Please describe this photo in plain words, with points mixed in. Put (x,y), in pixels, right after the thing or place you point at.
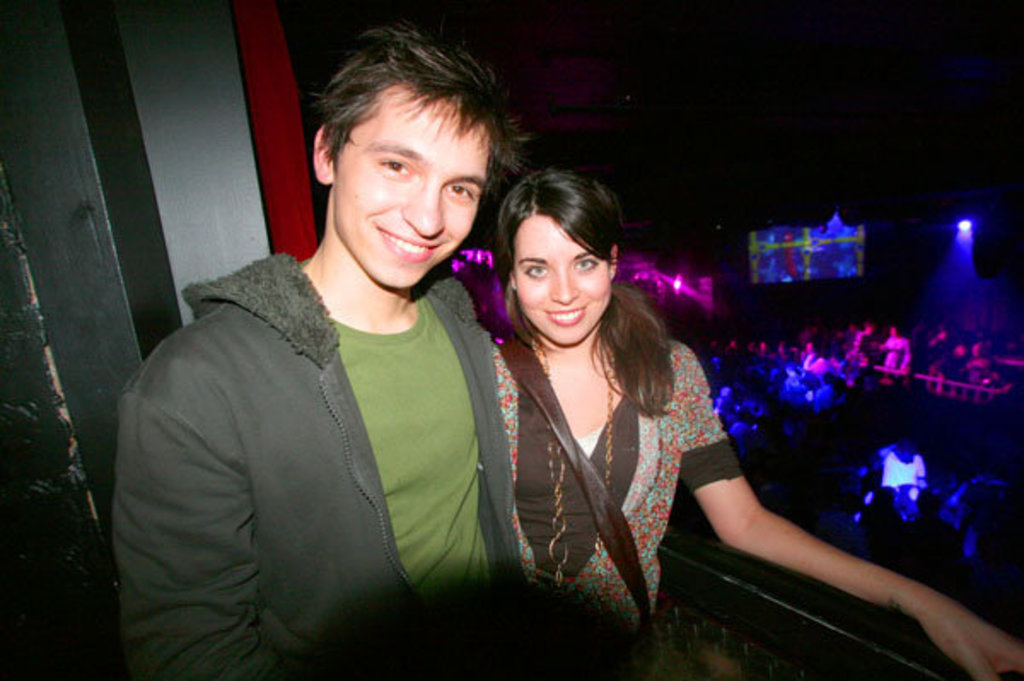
In the center of the image (438,397) we can see two persons (459,508) are standing and they are smiling and they are in different costumes (338,513). At the bottom right side of the image (792,638), we can see some object (771,601). In the background (307,112) there is a wall (197,128), lights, few people (883,447) and a few other objects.
